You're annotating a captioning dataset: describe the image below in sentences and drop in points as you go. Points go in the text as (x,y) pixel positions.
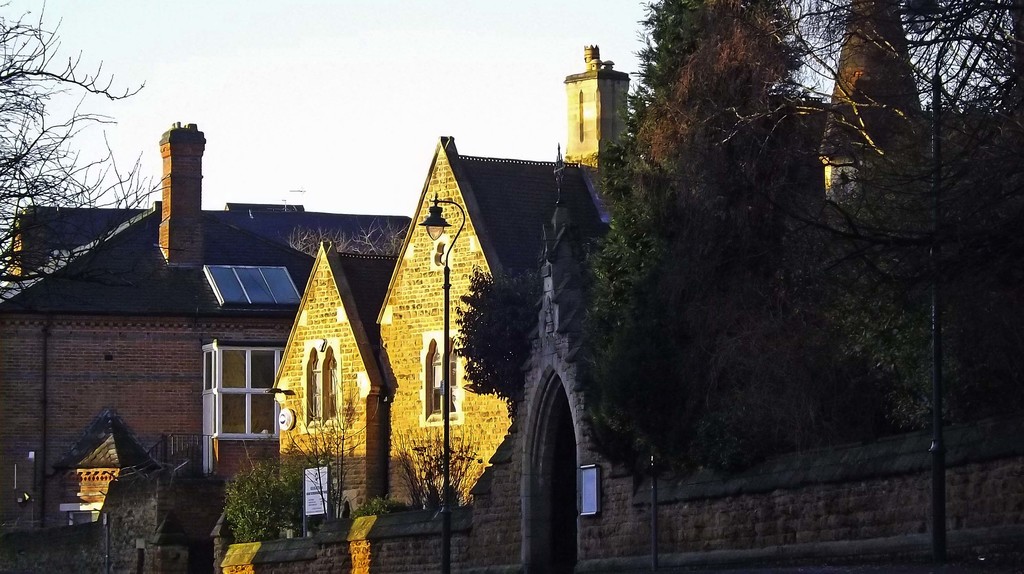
This image is taken outdoors. At the top of the image (334,98) there is the sky (147,70) with clouds (283,113). In the middle of the image (449,277) there are a few houses (441,262) with walls (400,332), windows (318,384), doors (556,472) and roofs (314,229). There are a few plants (271,502) and there is a board (311,496) with a text (320,491) on it. There is a pole (446,293) with a street light (432,223). On the left (63,174) and right sides of the image there are a few trees (657,217) with leaves (759,89), stems (837,91) and branches (924,294).
